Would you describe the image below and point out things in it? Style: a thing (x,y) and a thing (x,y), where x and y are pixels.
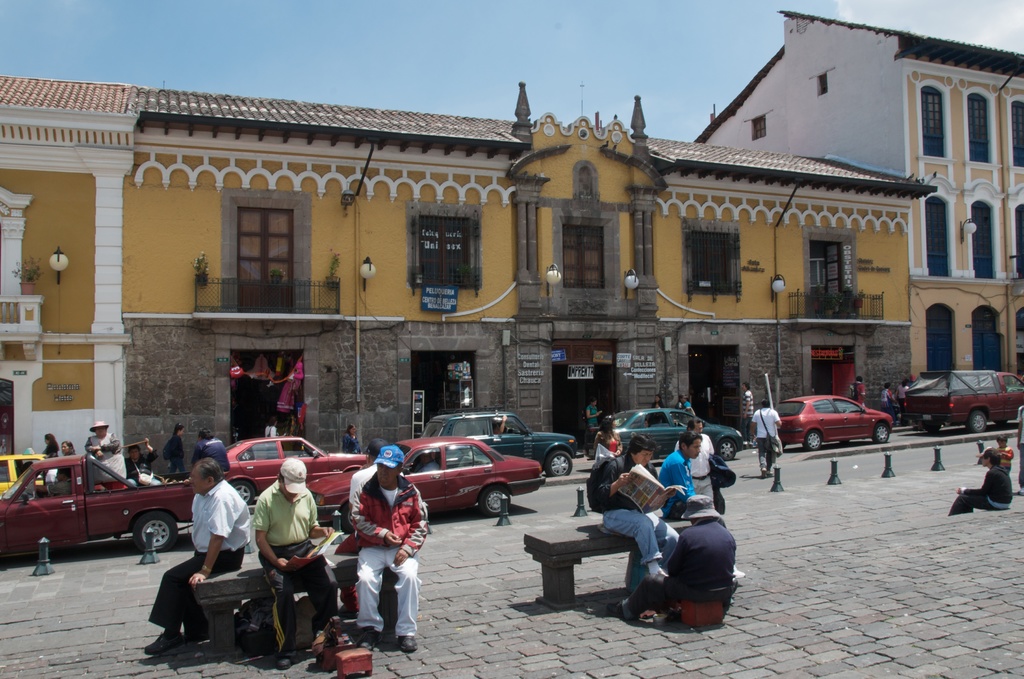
In the middle of the image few people (307,579) are sitting on benches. Behind them there are some vehicles (463,469) on the road (960,432) and few people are walking. Top of the image (524,102) there are some buildings (368,302) and lights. Behind them there are some clouds (855,4) and sky (654,46).
